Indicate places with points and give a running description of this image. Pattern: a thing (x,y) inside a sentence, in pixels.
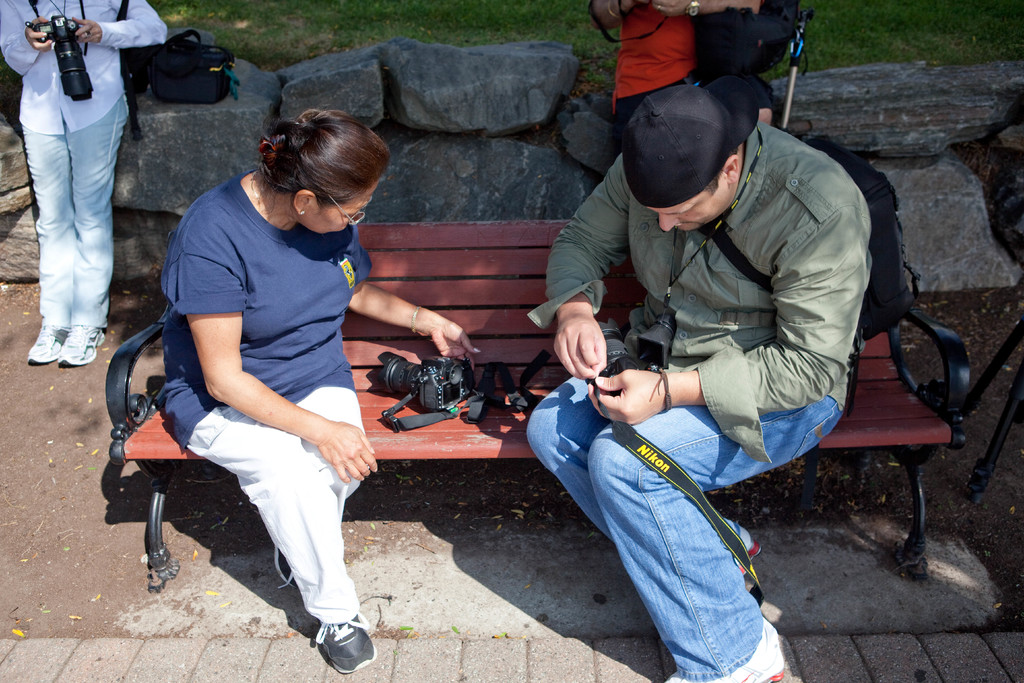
In this picture I can observe two members (231,354) sitting on the bench (500,436). There are two cameras (436,385) in the middle of the picture (455,373). In the background (180,155) I can observe stones (195,139) and two members (52,65) standing on the land (27,409).
